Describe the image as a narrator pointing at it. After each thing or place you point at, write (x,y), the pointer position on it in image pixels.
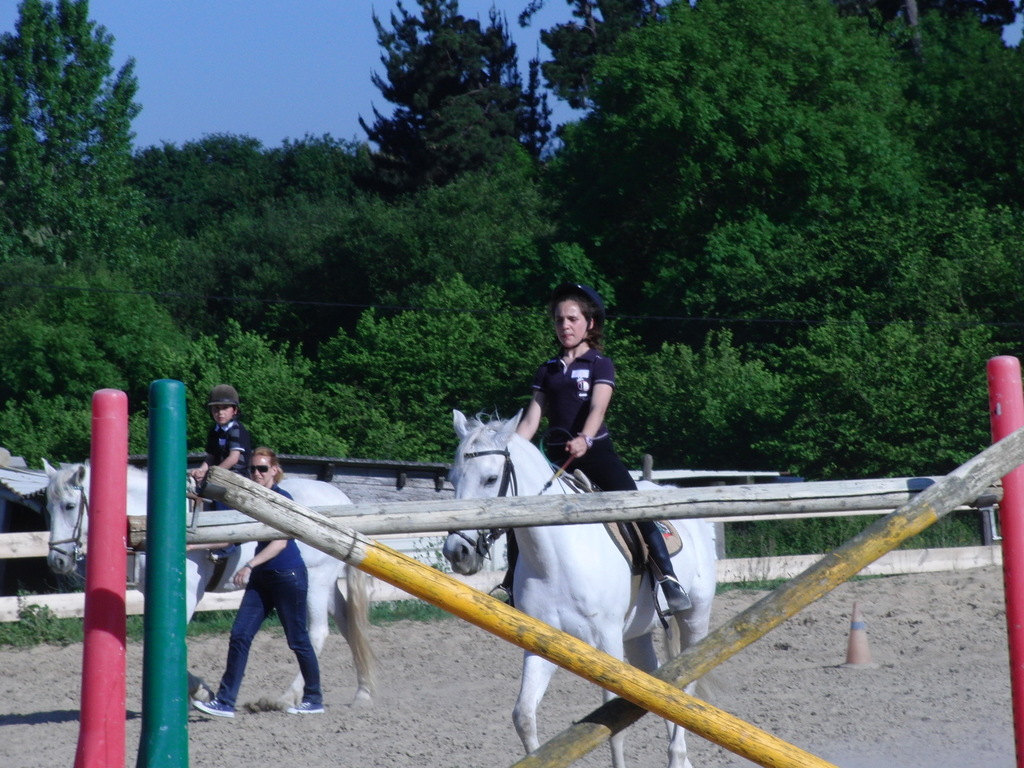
In the picture I can see people (567,444) among them two are sitting on horses (545,540) and one person (282,606) is standing on the ground (279,678). In the background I can see fence (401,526), trees (395,334), the sky (316,1) and some other objects (600,664) on the ground (293,671).
